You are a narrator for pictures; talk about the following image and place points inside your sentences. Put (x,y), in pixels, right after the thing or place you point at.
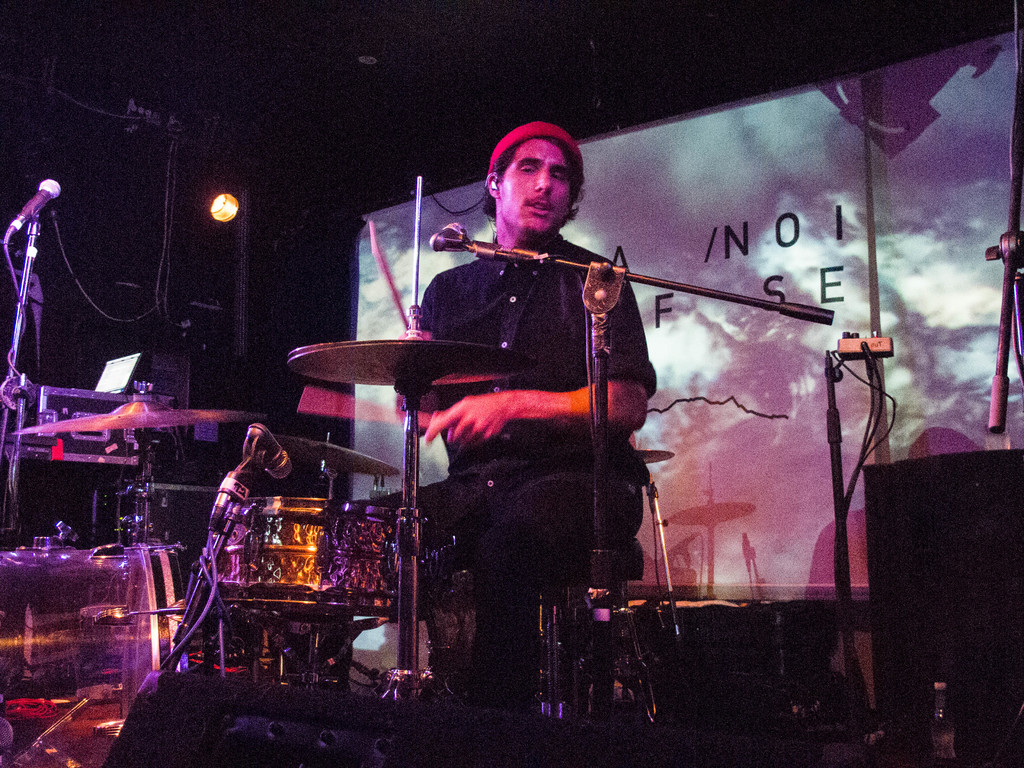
In the image there are many musical instruments (130,413) and also there are stands (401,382) with mics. In the middle of them there is a man (576,273) sitting. And also there are speakers (482,749). Behind them there is a screen (780,266) and also there is a black background (469,19).
